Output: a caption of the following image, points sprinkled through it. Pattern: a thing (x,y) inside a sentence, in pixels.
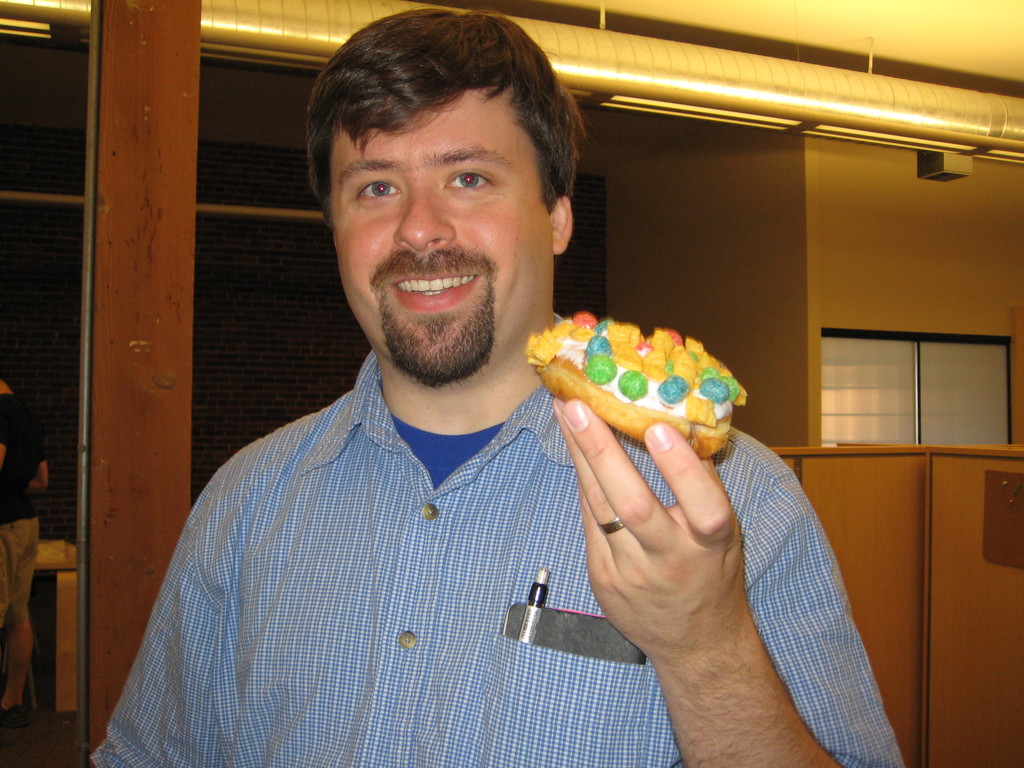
In this image we can see a person (473,537) wearing blue color dress (473,537) standing and holding some doughnut (604,369) in his hands (626,524) and there is a mobile phone (544,643) and pen (531,632) in his pocket (505,651) and in the background of the image (841,219) there is a wall (776,341) and vent pipes (624,82), on left side of the image (10,511) there is a person (18,473) standing near the wall (42,405).
